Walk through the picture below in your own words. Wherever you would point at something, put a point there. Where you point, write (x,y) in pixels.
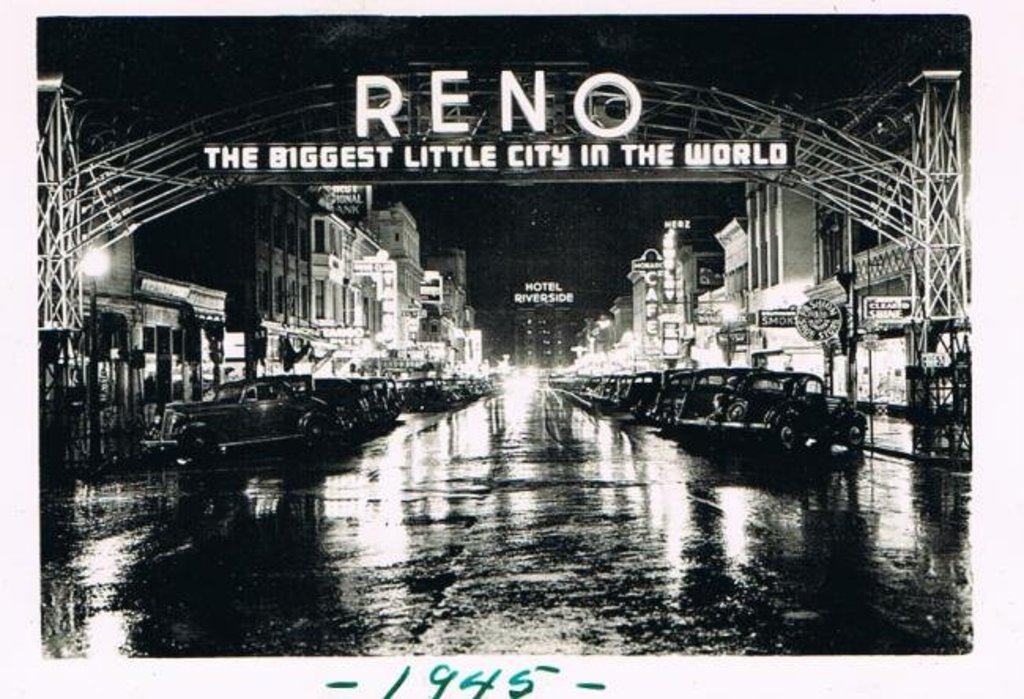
In this image, I can see a black and white photo. There are buildings (164,355) with name boards (651,288) and I can see the vehicles (173,427) on the road (593,532). At the top of the image (357,174), I can see name boards (671,143) attached to the trusses (87,211). At the bottom of the image (502,682), I can see the numbers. There is a dark background (204,76).
